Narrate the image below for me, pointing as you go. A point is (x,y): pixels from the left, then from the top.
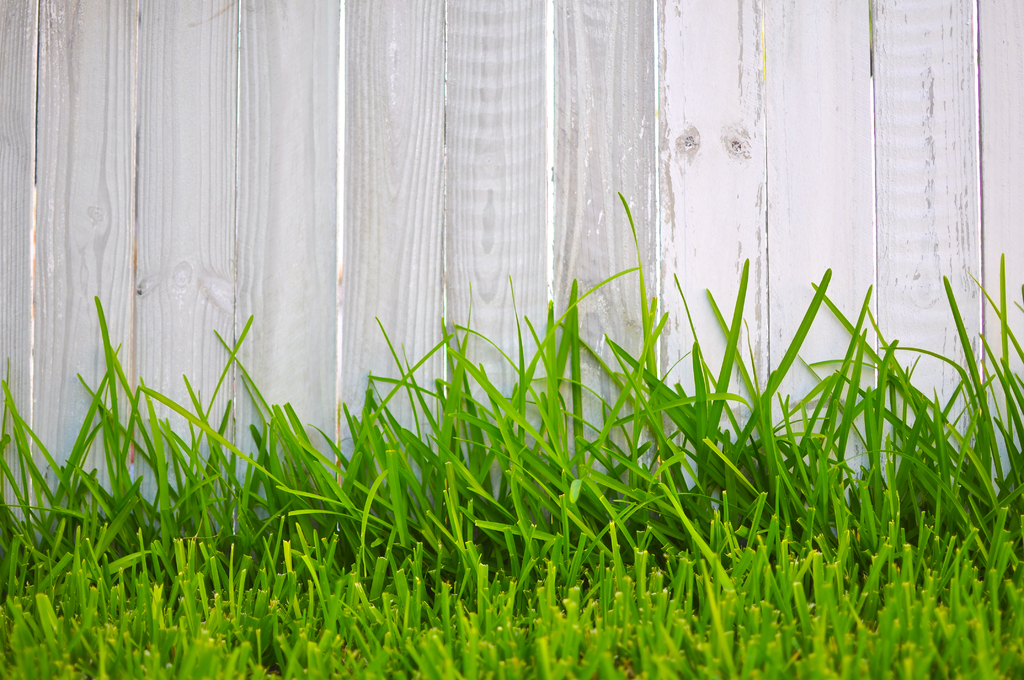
At the bottom of the picture (387,515), we see grass (458,592) in green color and behind that, there is a wooden wall (410,180) which is in white color.
